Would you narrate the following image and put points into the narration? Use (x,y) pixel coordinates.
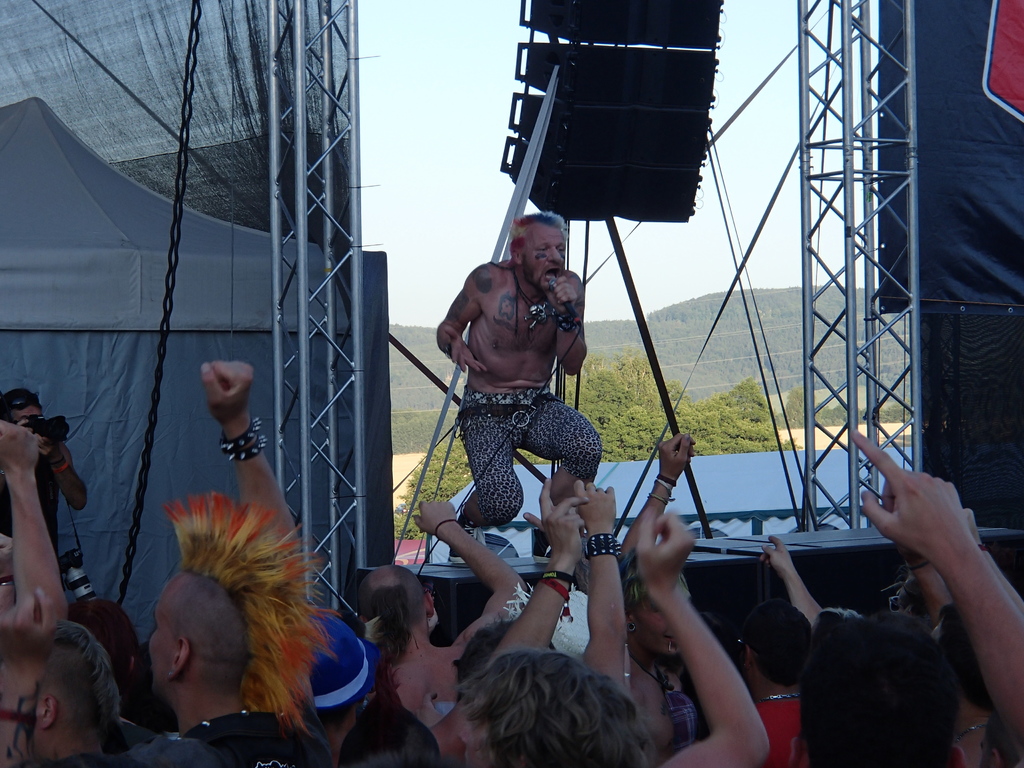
In the center of the image (526,395) we can see a man (534,336) standing and holding a mic (567,294). At the bottom (146,675) there are people (440,671). In the background (59,354) there is a tent (159,222), chain (198,19), poles (335,383), hills (702,331) and sky (706,205). There is a speaker (604,162).
